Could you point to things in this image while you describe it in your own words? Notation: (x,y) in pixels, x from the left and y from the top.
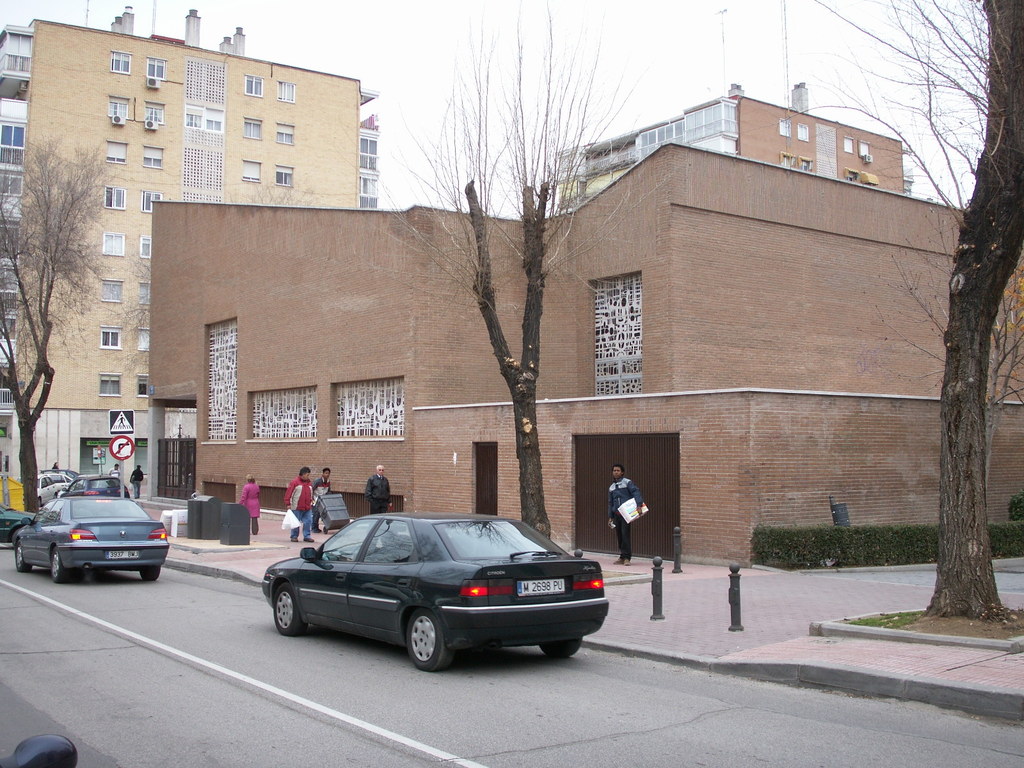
The image is taken outside the streets (14,599). In the foreground (522,529) there are cars (150,566), road (229,662), footpath (935,684), people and trees (45,396). In the middle of the picture (498,303) there are buildings (417,390), cars (99,483), sign board (126,424) and other objects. In the background (453,59) at the top (541,50) there is sky (868,100).
